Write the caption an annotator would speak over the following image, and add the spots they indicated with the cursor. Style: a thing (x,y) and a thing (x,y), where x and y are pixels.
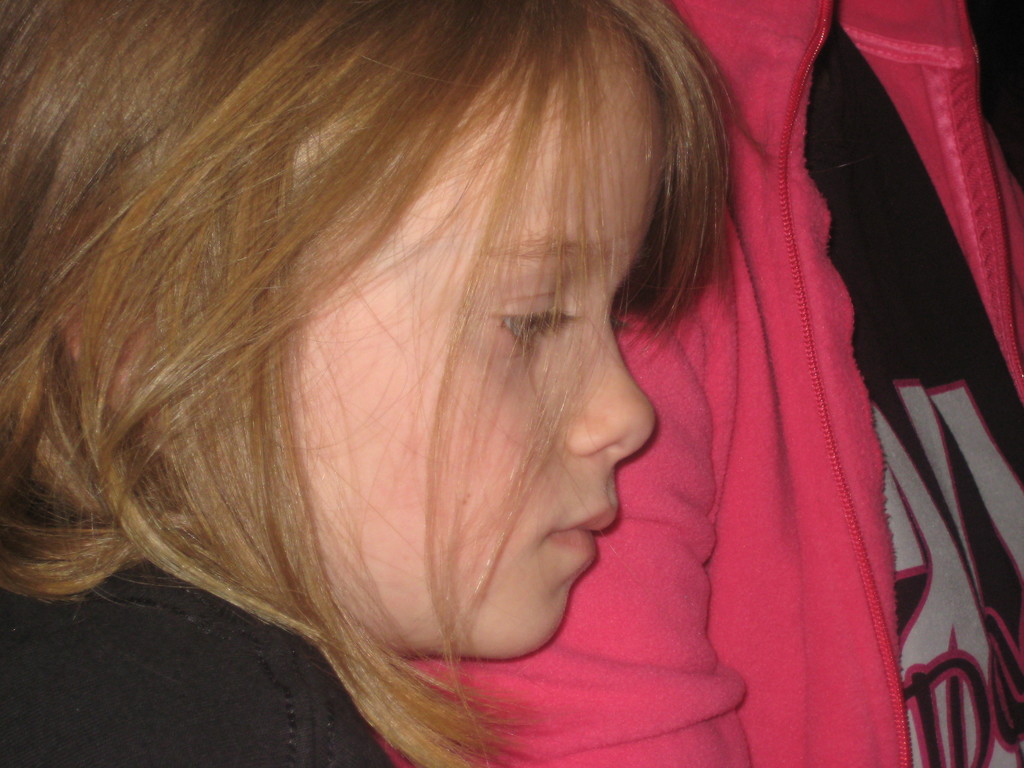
Here in this picture we can see a child (377,207) and a person (854,69) present over a place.
